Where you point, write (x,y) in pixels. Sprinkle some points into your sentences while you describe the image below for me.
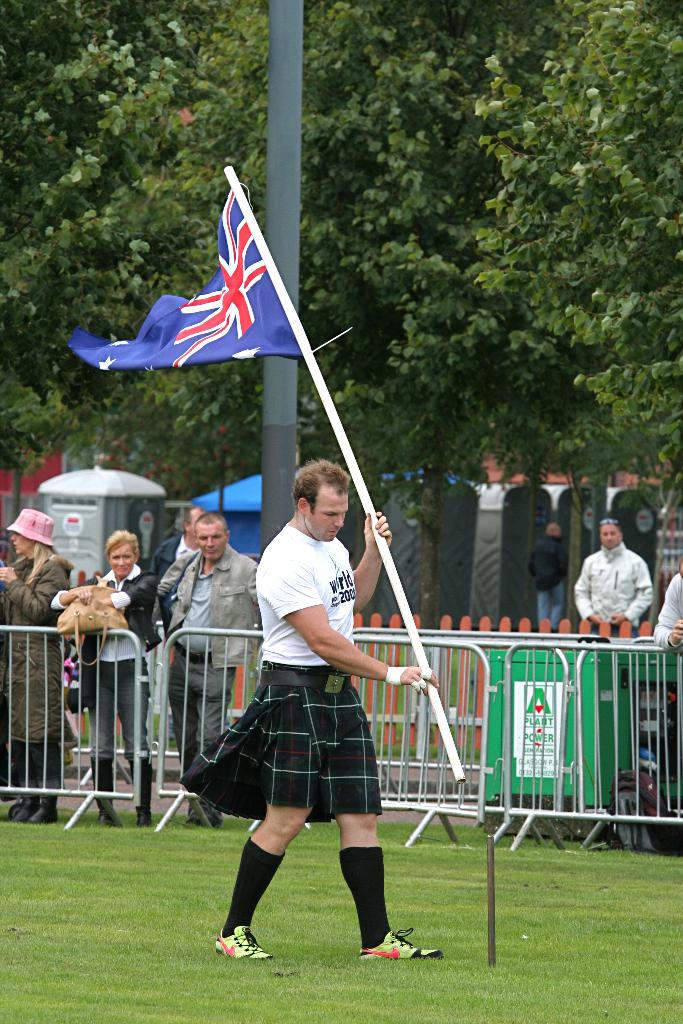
In the image we can see there is a man (352,720) standing on the ground (306,883) and the ground (328,924) is covered with grass (39,883). There are spectators (646,569) standing near the barricades (660,646) and there is a generator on the ground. Behind there are trees (312,234).
